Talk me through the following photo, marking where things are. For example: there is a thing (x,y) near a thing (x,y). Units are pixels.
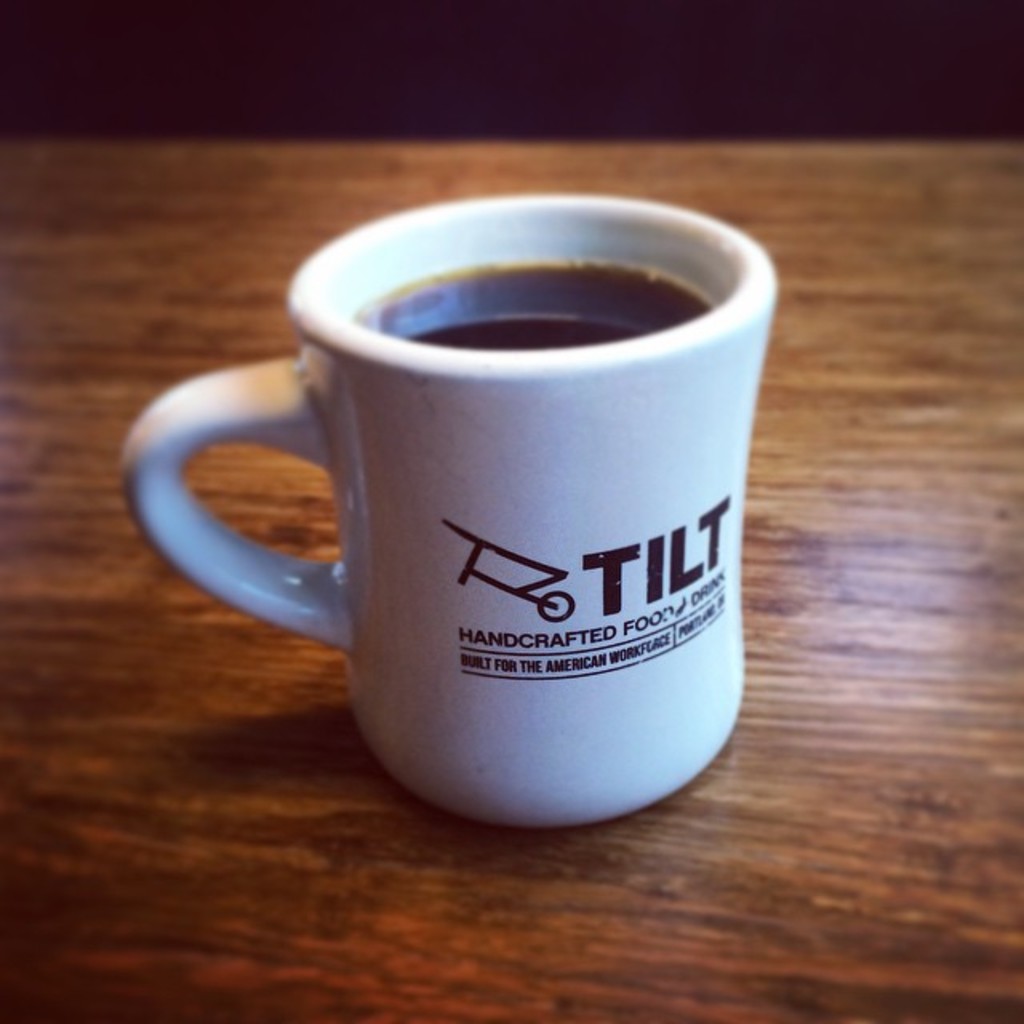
In this image in the center (347,667) there is one table (928,933), on the table (537,927) there is one cup (484,629) in that cup (455,413) there is some drink (622,291).
